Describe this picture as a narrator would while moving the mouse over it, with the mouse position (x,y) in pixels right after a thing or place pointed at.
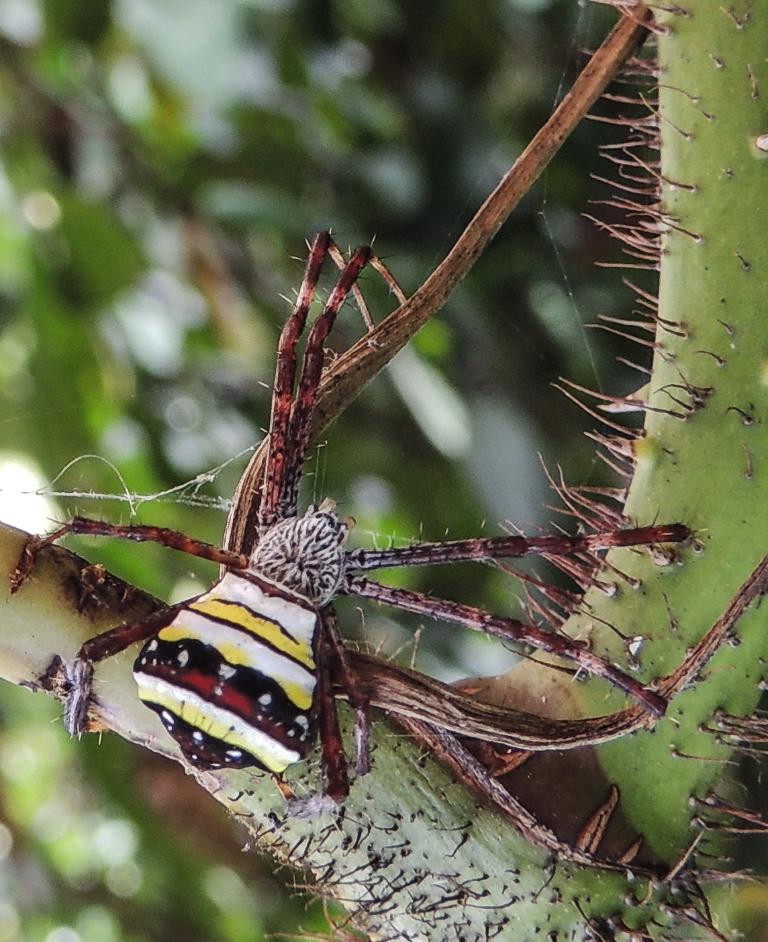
In this image there is an insect (285,630) on a tree (714,283), in the background (364,32) it is blurred.
